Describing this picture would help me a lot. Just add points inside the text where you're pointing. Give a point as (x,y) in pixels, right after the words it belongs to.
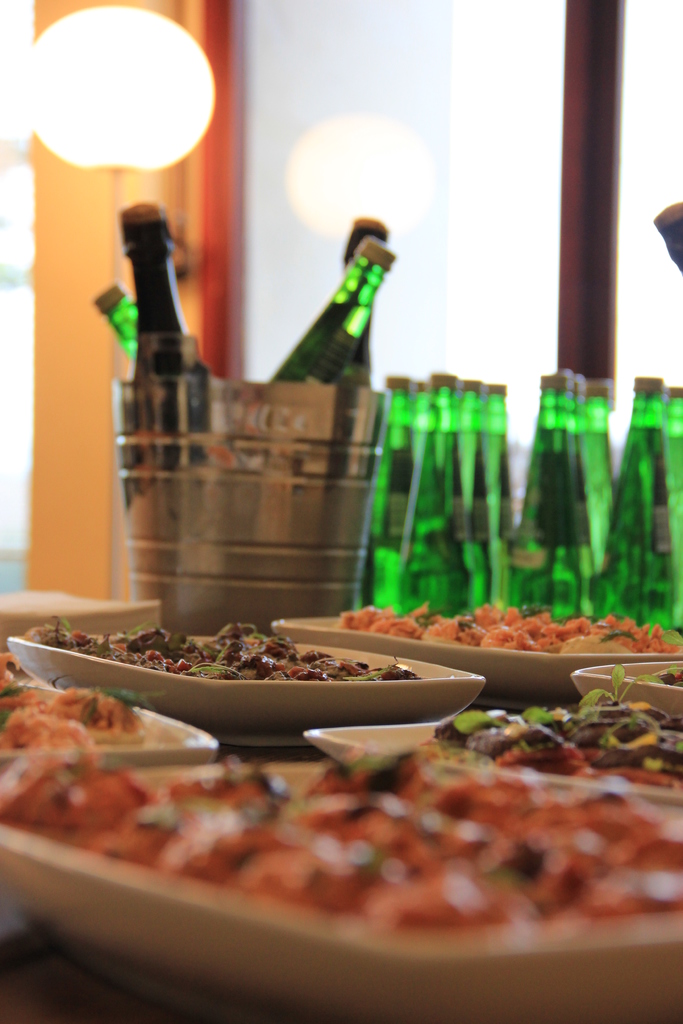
In this picture there are group of bottles (391,590), plates (599,993) and some food (356,884) on the table (67,979). In the background (110,76) there is a light (153,52).
